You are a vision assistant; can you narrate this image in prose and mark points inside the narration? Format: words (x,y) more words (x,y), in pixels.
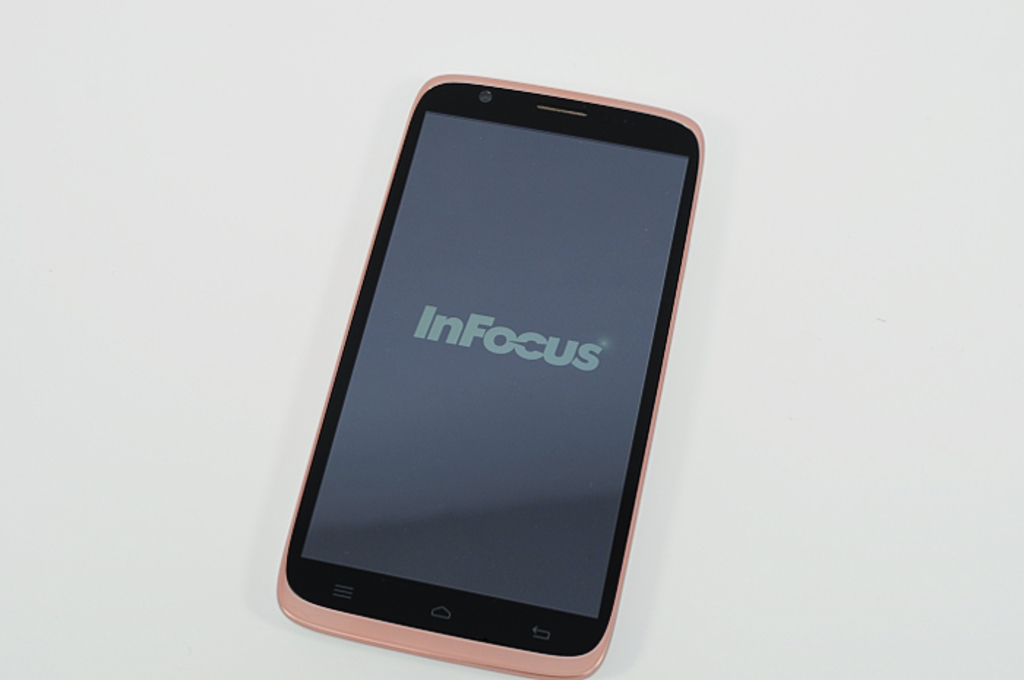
In this image in the center (508,391) there is a phone (508,391), and there is a white background (872,363).
